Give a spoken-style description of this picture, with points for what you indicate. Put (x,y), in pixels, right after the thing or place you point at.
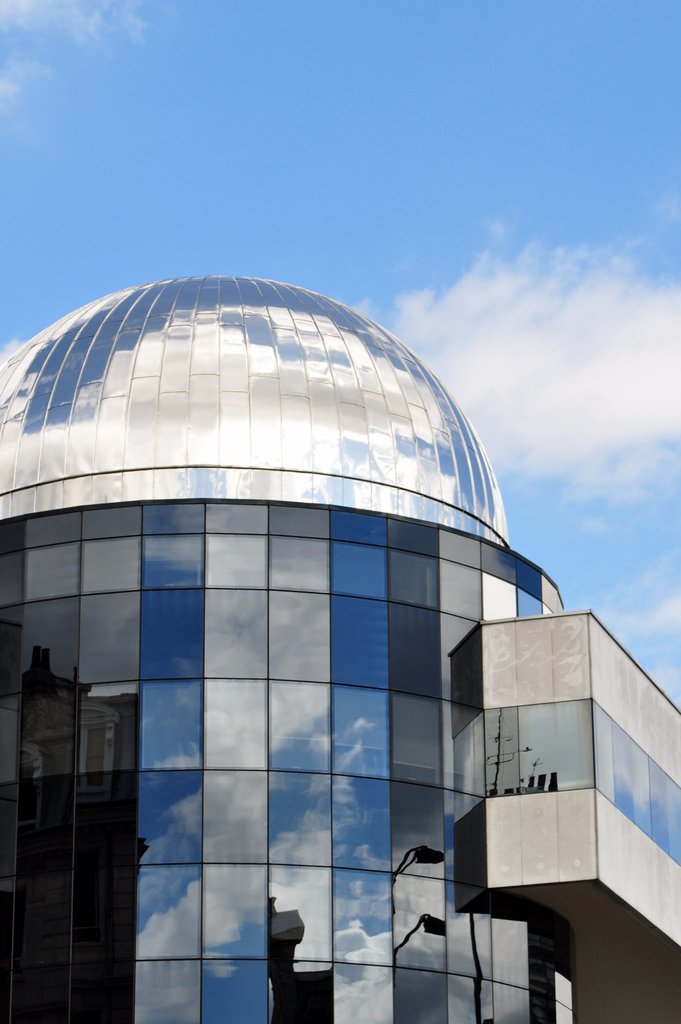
In this image, we can see a glass building (373,829). At the top (474,318), we can see a sky (508,241) which is a bit cloudy.
